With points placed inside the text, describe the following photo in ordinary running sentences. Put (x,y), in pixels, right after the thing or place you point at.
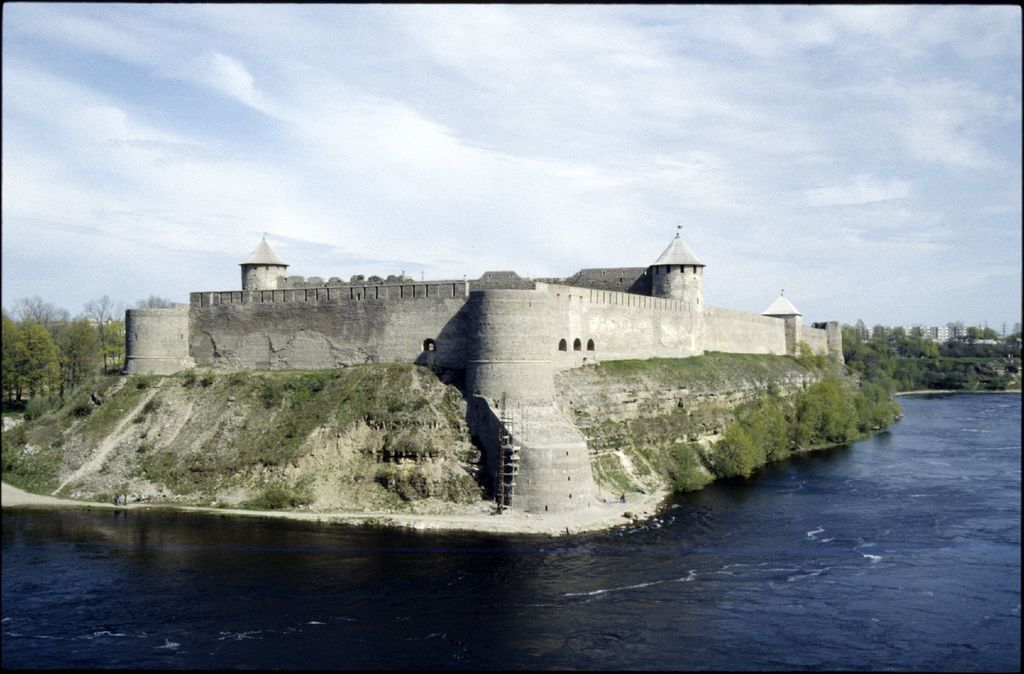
In this image I can see the water (657,576) which are in blue color. To the side of the water (871,553) there is a building (350,332) and the trees (734,453). In the background (898,386) I can see few more trees (876,338), clouds (731,233) and the sky (381,122).
